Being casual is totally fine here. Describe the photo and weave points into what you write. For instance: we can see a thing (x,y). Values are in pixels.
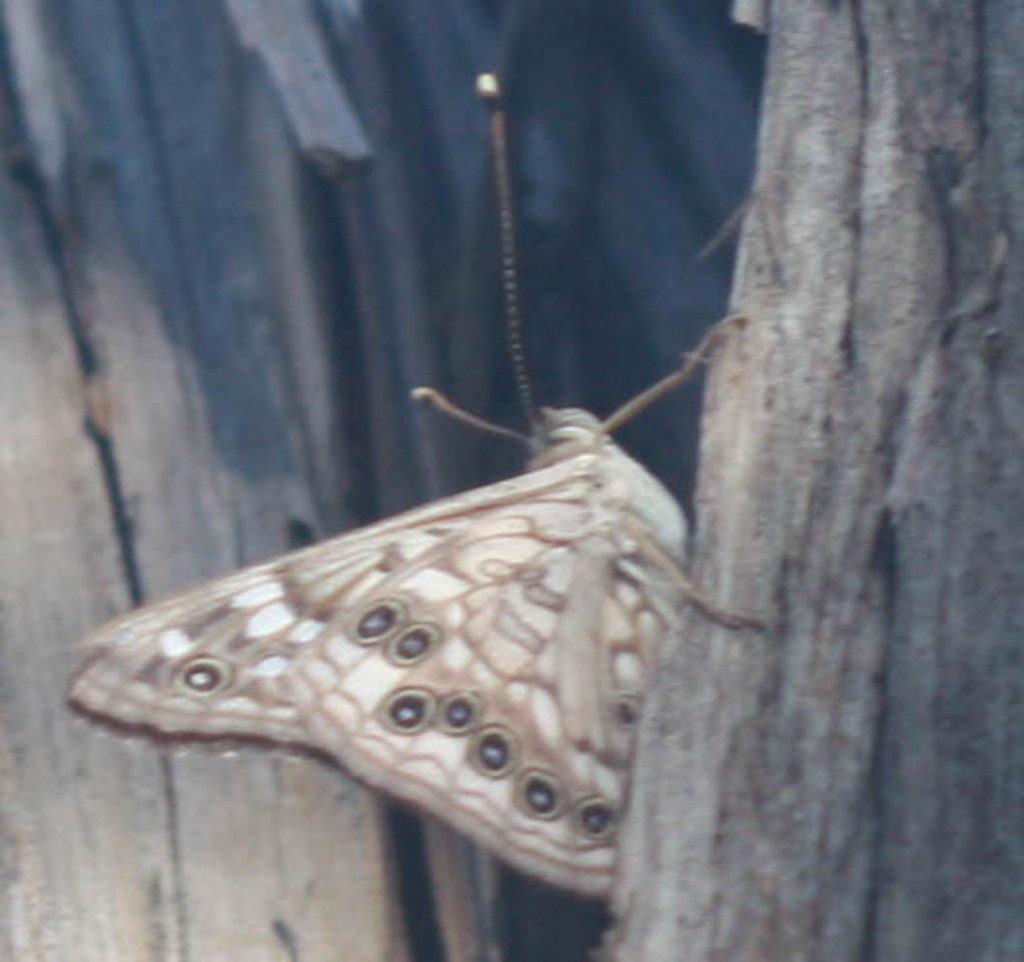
In this image I can see two wooden things (31,937) and in the center (573,448) I can see a cream coloured butterfly (581,830).
